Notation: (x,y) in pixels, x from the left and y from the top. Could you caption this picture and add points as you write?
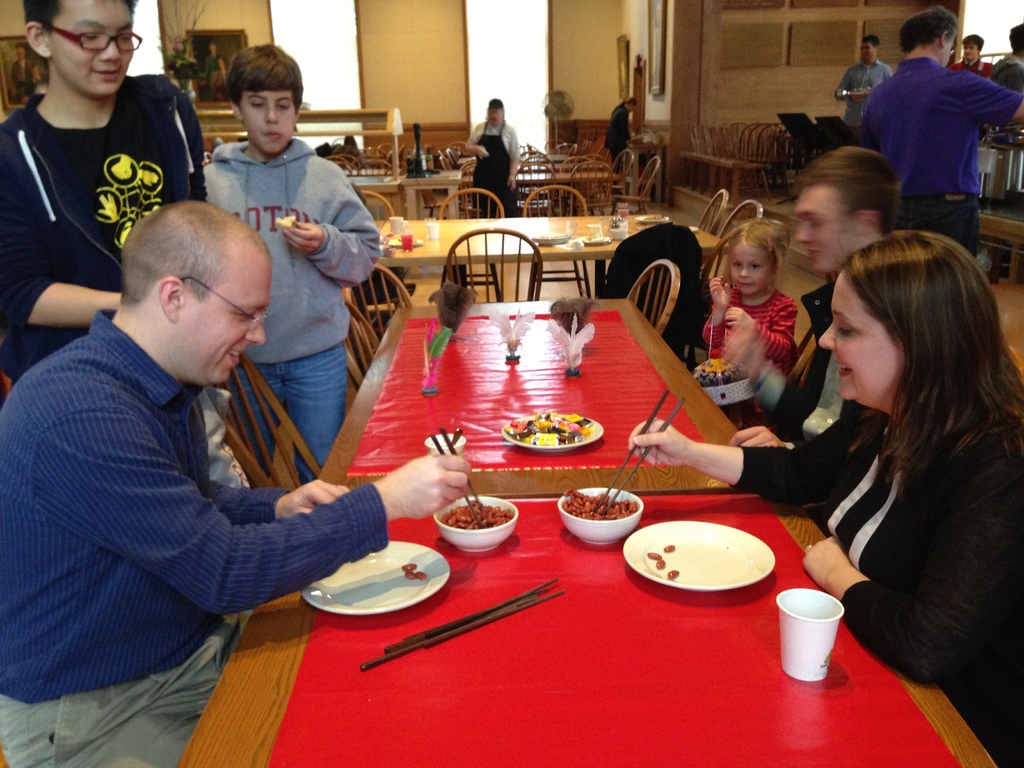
The image is inside the restaurant (703,177). In the image we can see a group of people (906,60) two people (998,378) both men (310,505) and women (762,462) are sitting on chair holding chopstick (437,449). On right side (906,137) we can see a man (891,147) with purple color shirt (944,159) and jeans (962,223) is standing. In middle (499,334) there is a table (525,411) on table (617,513) we can see plate (678,541), bowl (592,520) with some food (577,514), glass (806,637), chopsticks (446,626), cloth (670,638). In background (567,16) we can see wall (415,46), frames (217,45).
